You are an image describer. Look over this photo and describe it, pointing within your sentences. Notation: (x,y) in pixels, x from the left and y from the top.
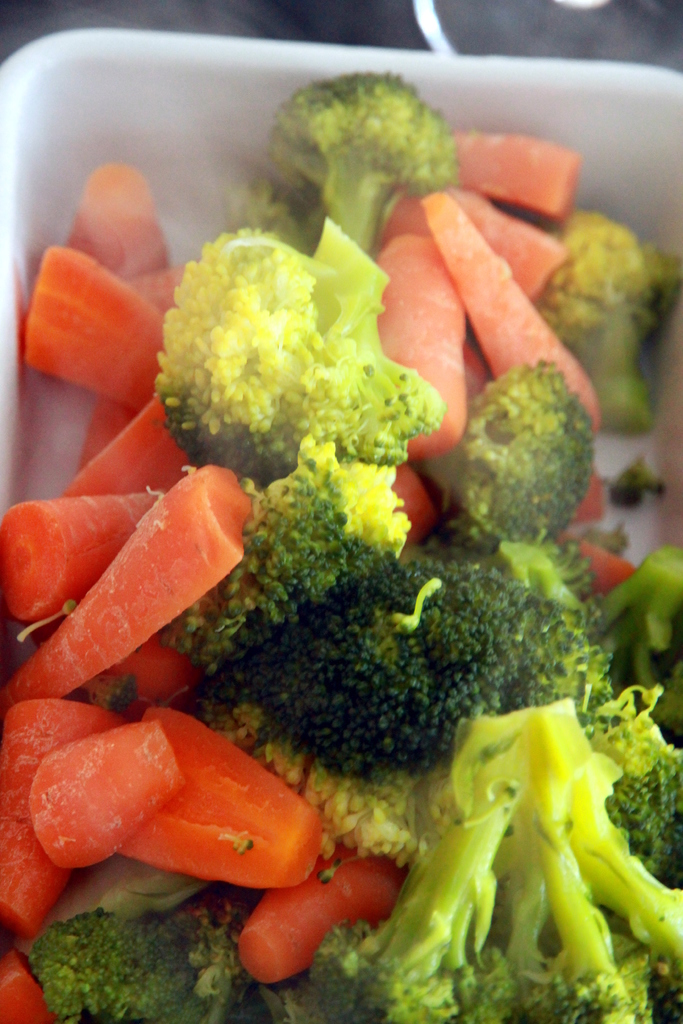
In the foreground of this image (194,663), there are pieces of carrot (475,294) and broccoli (464,679) in a bowl (280,90) like an object (242,98).
